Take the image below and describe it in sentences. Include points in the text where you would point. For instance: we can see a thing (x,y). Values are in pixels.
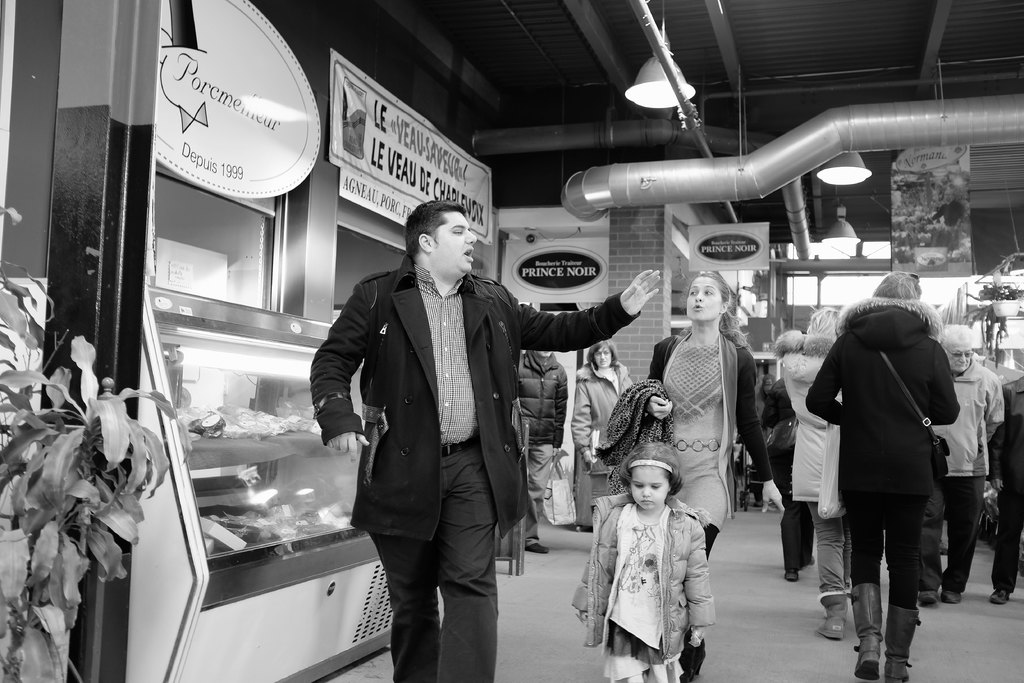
This is the picture of a place where we have some people (482,499) on the floor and around there are some things (225,419) like, desk (194,477) on which there are some things (238,432) placed, plant (24,383) and some lights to the roof (907,39).
